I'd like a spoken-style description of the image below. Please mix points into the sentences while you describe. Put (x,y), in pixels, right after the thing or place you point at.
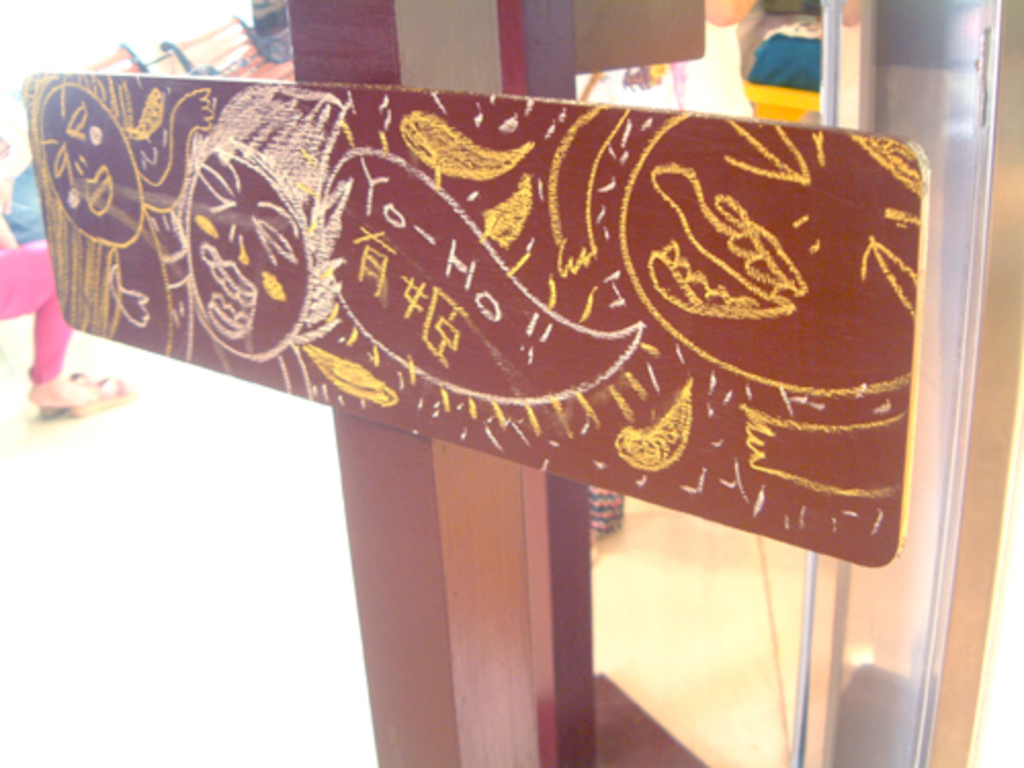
In this picture I can see there is a board (483,372) attached to a pole (433,547) and there is some drawings (335,272) on it. Onto left there is a woman (7,253) sitting and there is a person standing to the right side (735,67).
